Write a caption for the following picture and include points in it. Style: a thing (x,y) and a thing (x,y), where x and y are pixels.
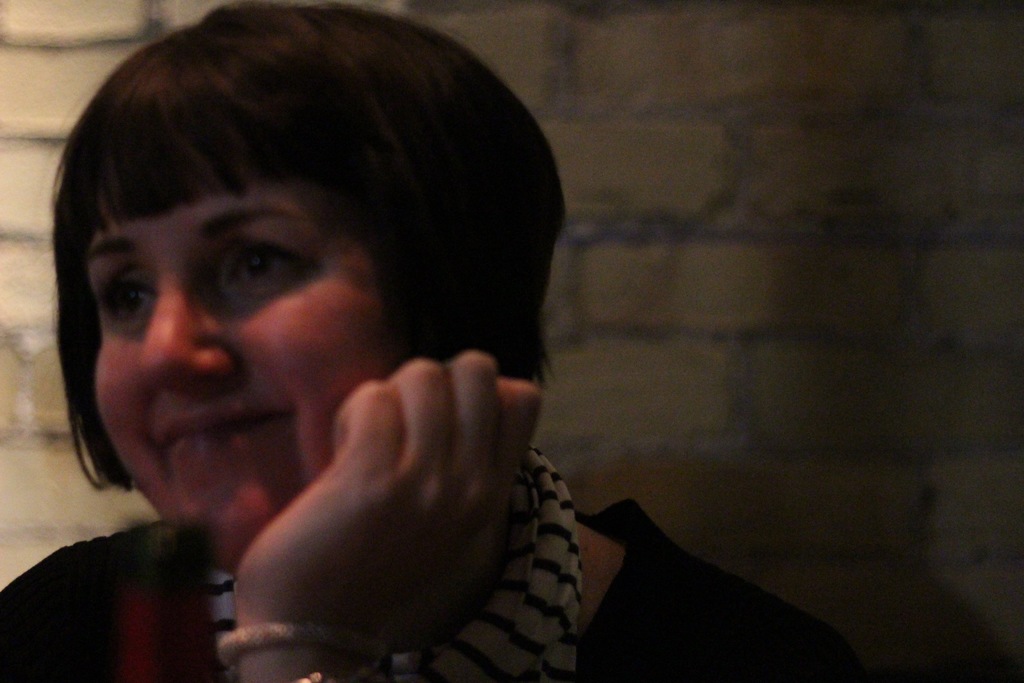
In this image there is a woman (386,486) towards the left of the image (309,560), she is smiling, at the background of the image there is a wall (719,217).
